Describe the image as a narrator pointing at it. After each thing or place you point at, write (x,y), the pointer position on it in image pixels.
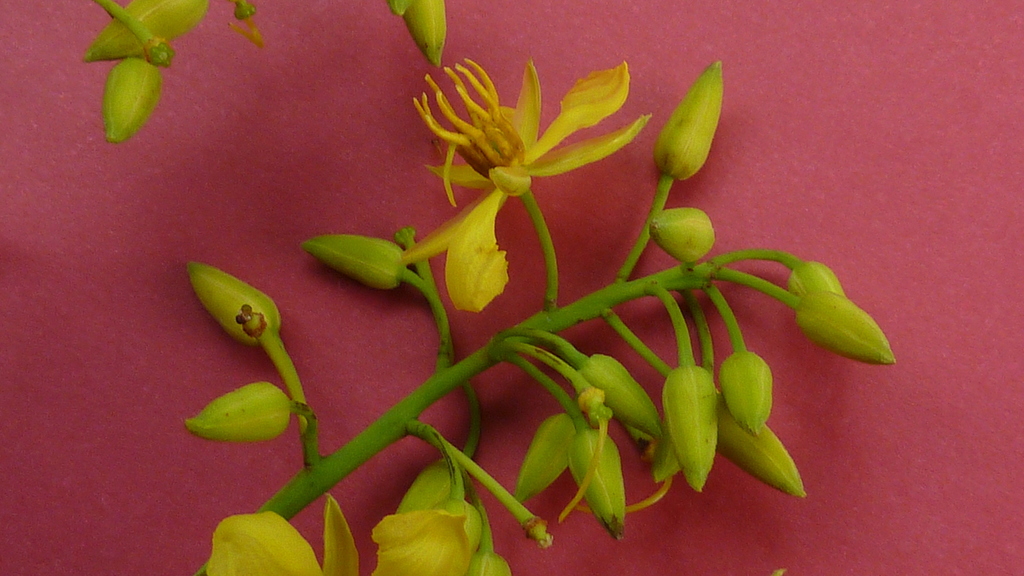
In this image there is a plant (258,396) having few flowers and buds (593,482) is kept on the surface (573,237) which is in red color. Top of the image (145,78) there are few buds (106,93) to the stem (131,29).
